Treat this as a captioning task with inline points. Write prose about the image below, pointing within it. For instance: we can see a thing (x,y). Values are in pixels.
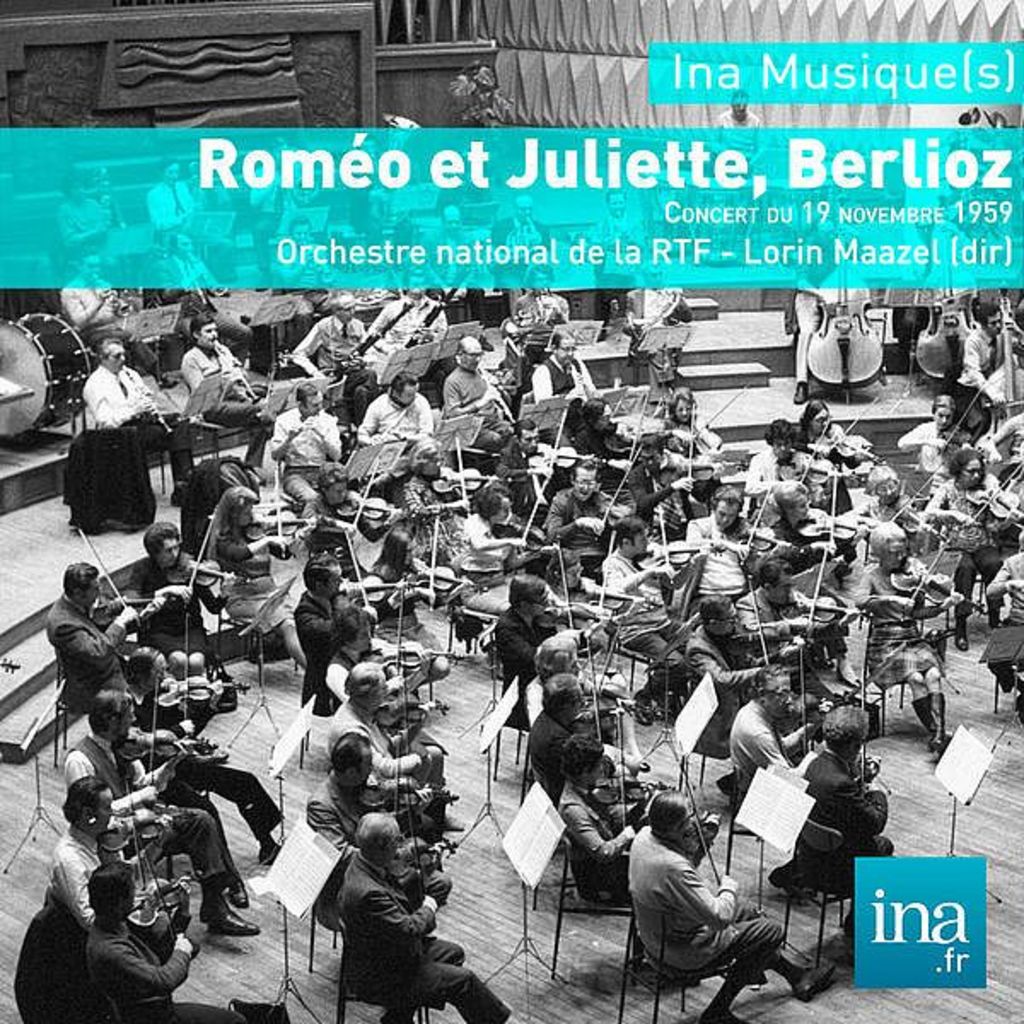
This is a black and white image with colored text (1005,163) at the top (737,87) and in the right bottom corner (915,902). In this image I can see people (335,592) sitting with violins (276,532) in their hand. I can see some other people (96,395) behind holding other musical instruments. I can see a drum (33,368), a potted plant (458,82) and boards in front of every person (133,399).
